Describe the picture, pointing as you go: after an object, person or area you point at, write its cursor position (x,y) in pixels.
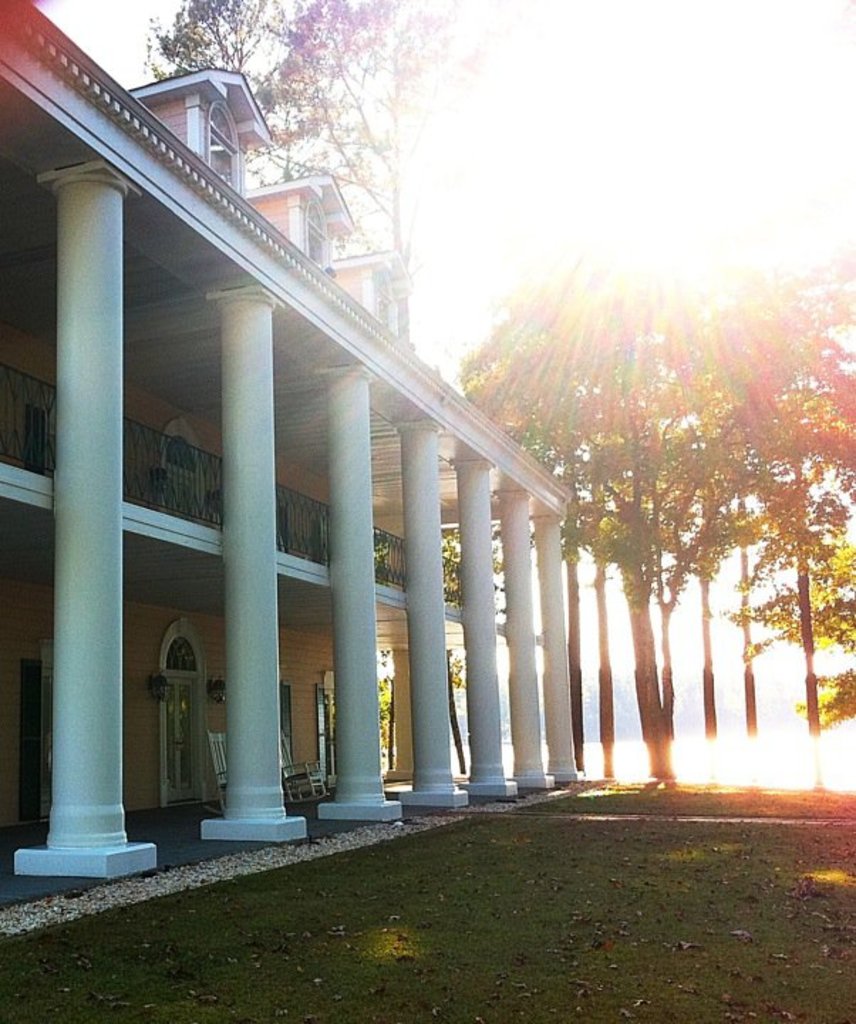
In this image, we can see a building (286,235) and there are trees (400,235) and there is sunlight (621,202) and we can see some pillars (348,694). At the bottom (449,913), there is a ground (526,905).
